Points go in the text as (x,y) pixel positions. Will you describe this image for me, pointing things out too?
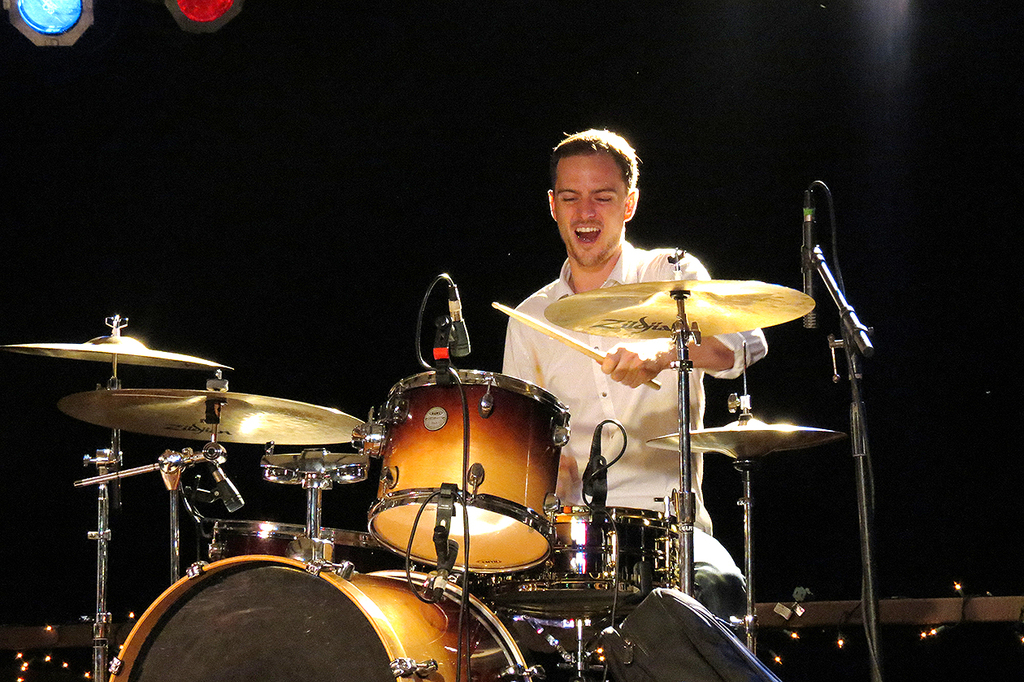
In the middle of this image (589,267), there is a person (585,179) in a white color shirt (538,355), playing a drum (692,313), sitting and singing on a stage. In the background (55,7), there are lights (47,23) arranged. And the background (938,104) is dark in color.
